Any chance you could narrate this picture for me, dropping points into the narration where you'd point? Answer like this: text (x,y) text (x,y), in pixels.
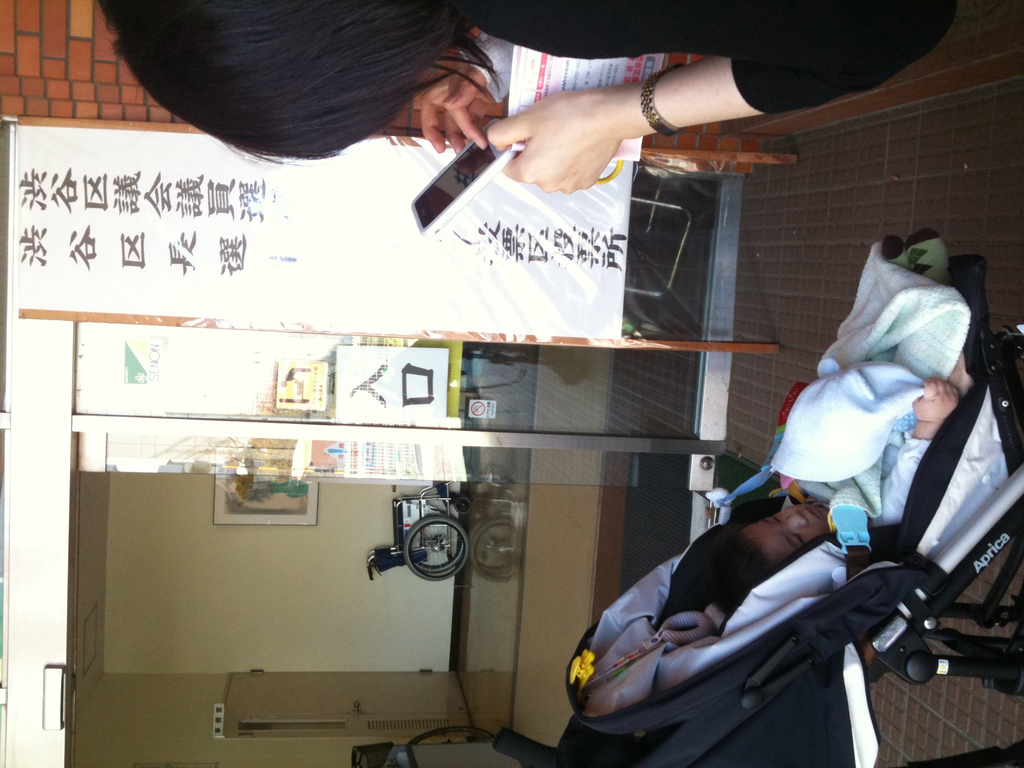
In this image we can see a person (748,86) wearing black color dress (941,23) holding mobile phone (477,184) in her hands (463,107) there is kid (753,574) who is sleeping in the chair (706,671) and in the background of the image (447,507) there is glass door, wheel chair (434,526) and brick wall (83,48).
